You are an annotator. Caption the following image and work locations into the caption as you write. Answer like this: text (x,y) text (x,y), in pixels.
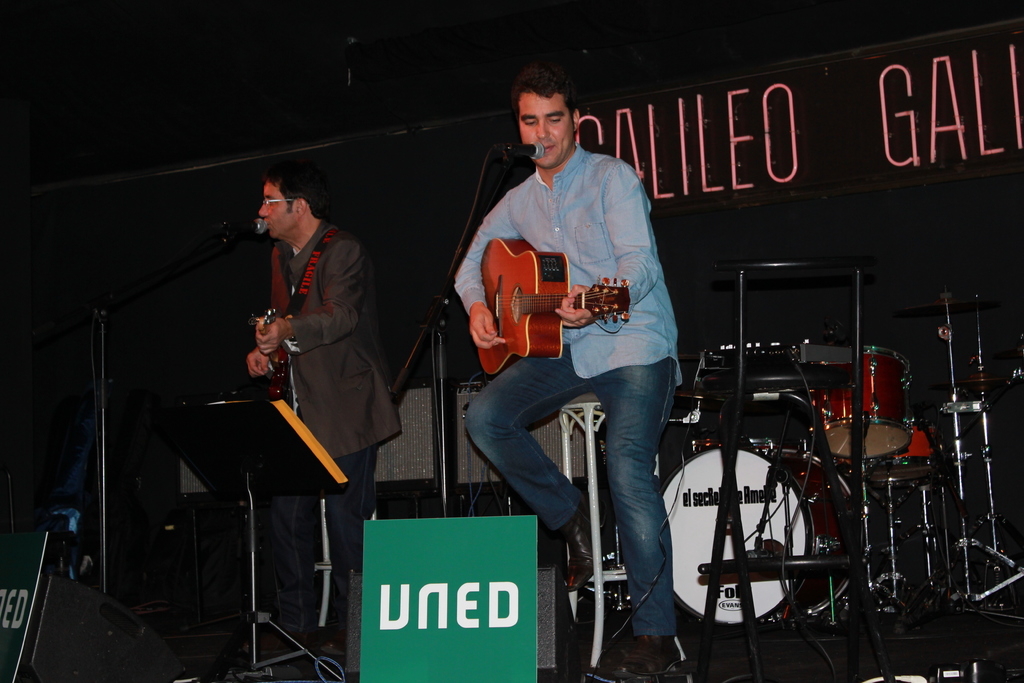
There are 2 men (378,408) playing guitar (554,309). Behind them there are musical instruments (725,544) and this is a microphone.
